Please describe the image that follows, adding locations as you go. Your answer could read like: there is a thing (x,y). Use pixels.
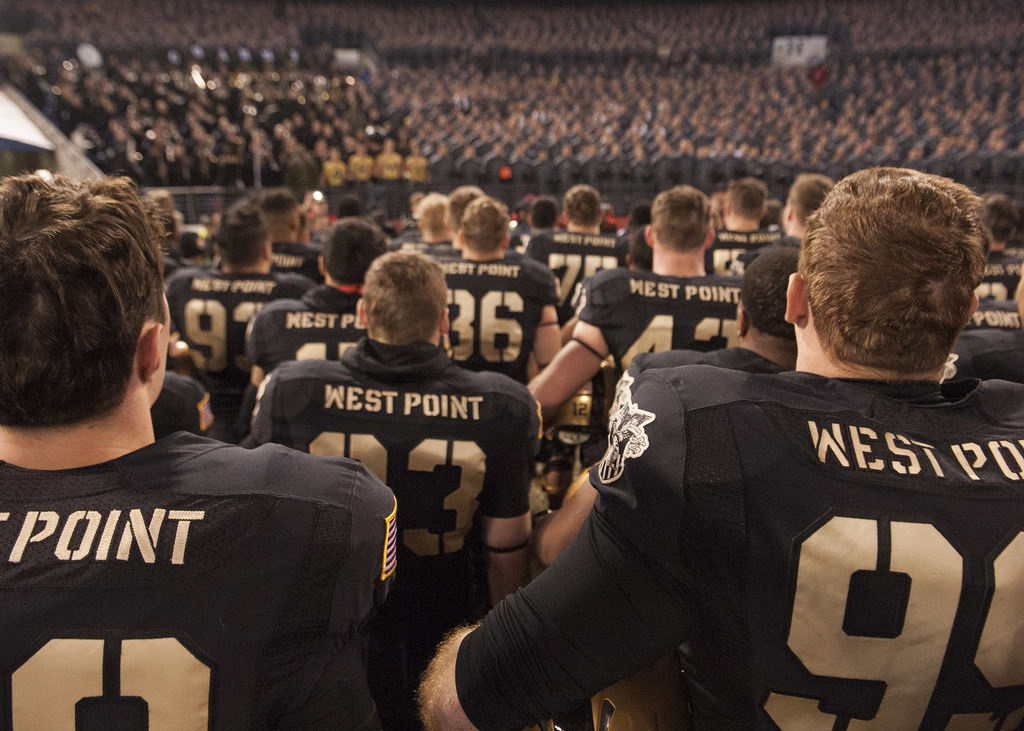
The picture is a photo. In this picture there are lot of people (339,445) standing wearing jersey (380,409). The background (823,50) is blurred.
